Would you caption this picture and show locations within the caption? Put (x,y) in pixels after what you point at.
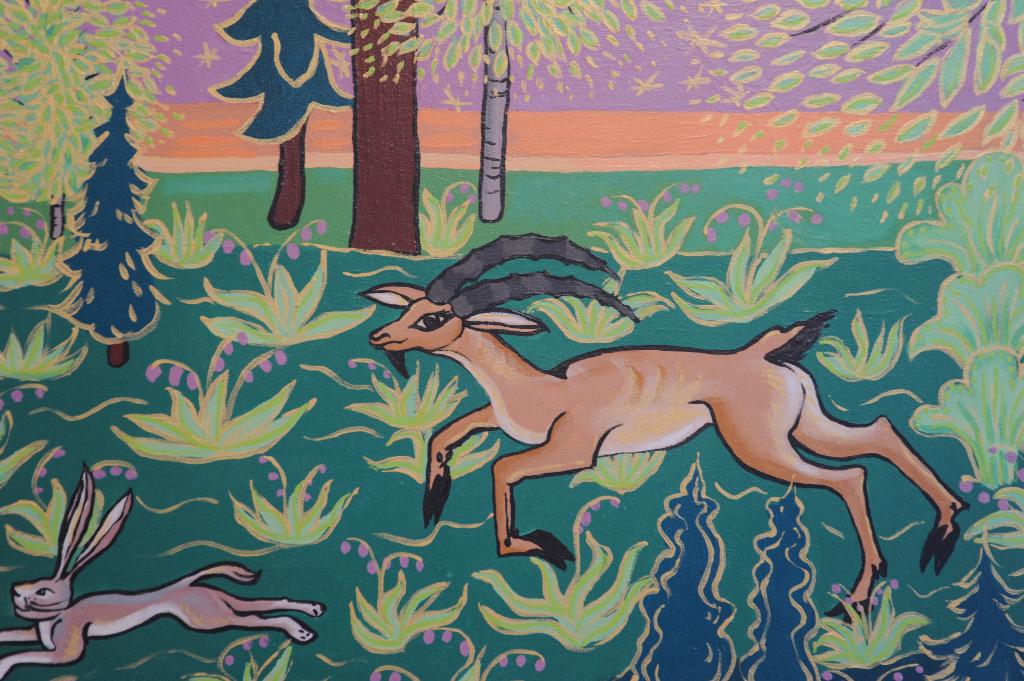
In this image there is a painting (292,565) of rabbit (22,596) and deer (646,441) running on the grass (547,322), beside that there are trees (1005,613).
